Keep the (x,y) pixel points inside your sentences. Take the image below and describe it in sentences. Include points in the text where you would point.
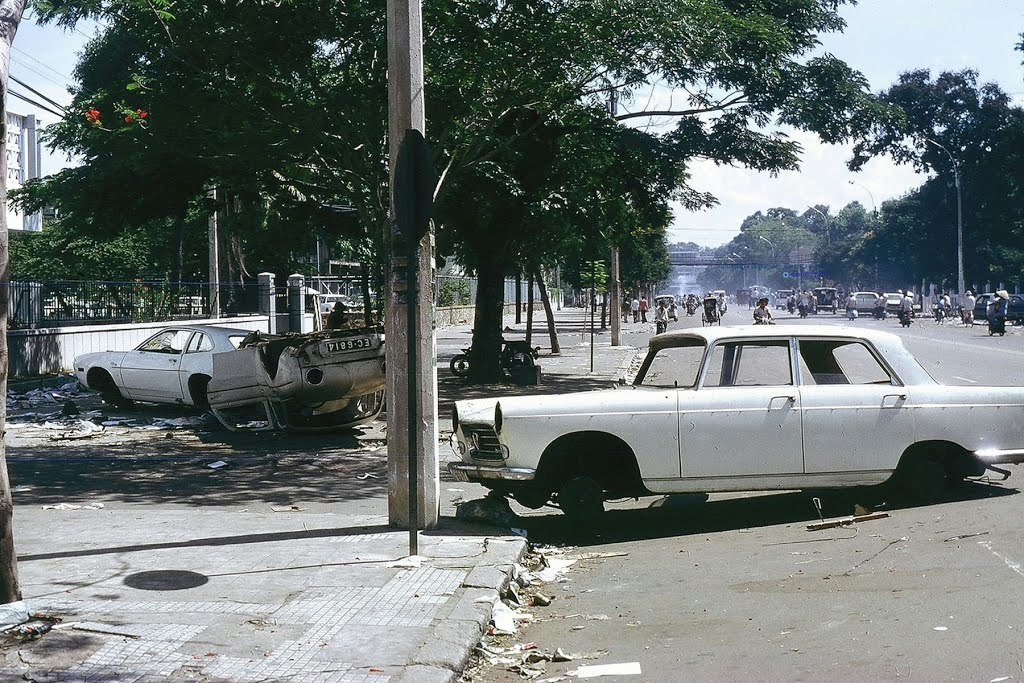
In this picture I can see vehicles (649,347) on the road (824,319). On the left side (262,311) I can see trees (282,234), poles (212,233), a wall (88,349) and a fence (83,308). In the background (650,83) I can see the sky (658,81).
